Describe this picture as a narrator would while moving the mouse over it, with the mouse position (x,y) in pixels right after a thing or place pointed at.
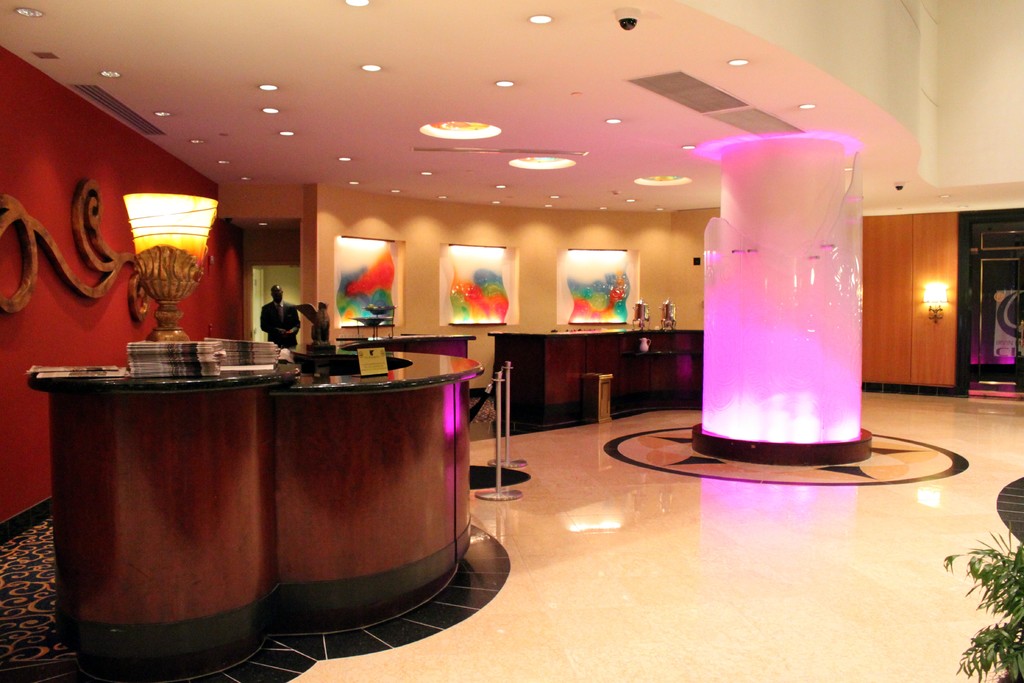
In this image I see the floor (593,439) and I see the countertops (279,511) over here on which there are few things (256,359) and I see a person (297,317) over here and I see the leaves (988,572) over here. In the background (2,366) I see the wall (29,332) and I see an art (15,288) over here and I see 3 colorful things (471,289) over here and I see the lights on the ceiling (728,104) and I see white and pink color thing (830,211) over here.
